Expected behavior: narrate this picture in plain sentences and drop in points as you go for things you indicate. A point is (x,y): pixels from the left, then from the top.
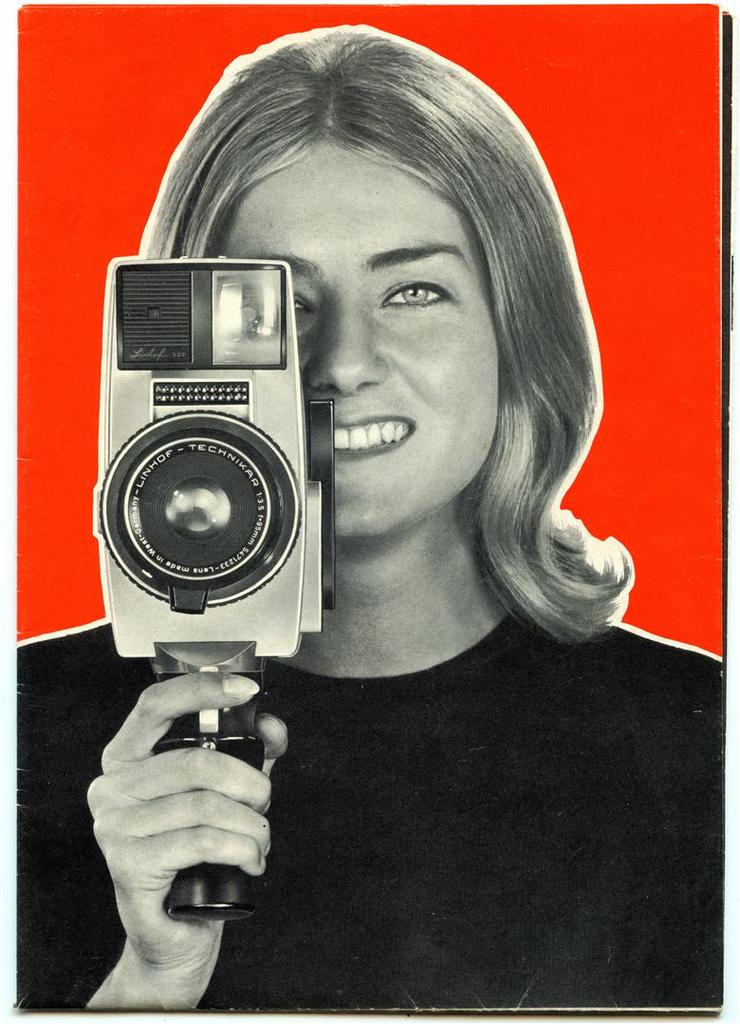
In this image I can see a picture of a lady (430,622) and holding a camera (308,511) and background (654,58) is red and lady (485,438) is smiling.
